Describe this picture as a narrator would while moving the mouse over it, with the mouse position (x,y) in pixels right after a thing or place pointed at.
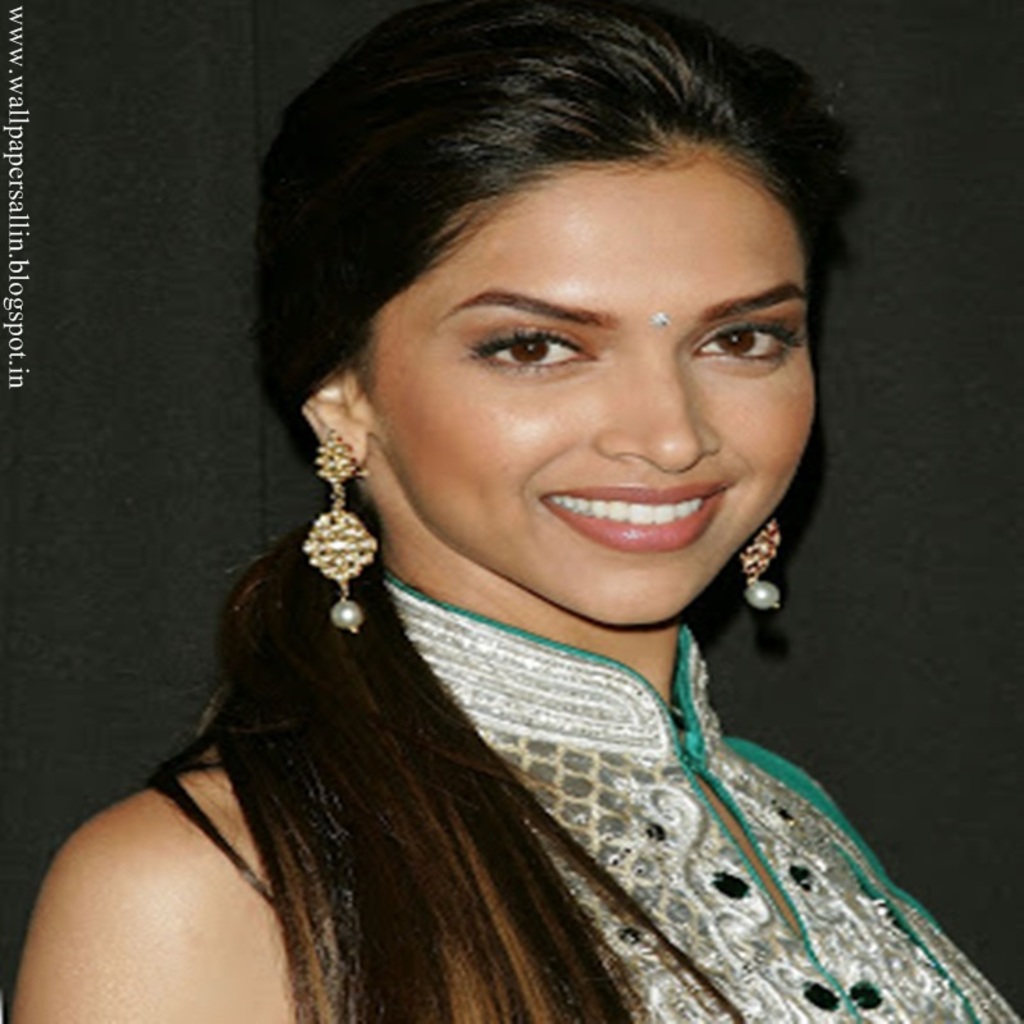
In this image we can see a woman (564,829) wearing a dress (619,847) with jewelry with a long hair (443,236).
